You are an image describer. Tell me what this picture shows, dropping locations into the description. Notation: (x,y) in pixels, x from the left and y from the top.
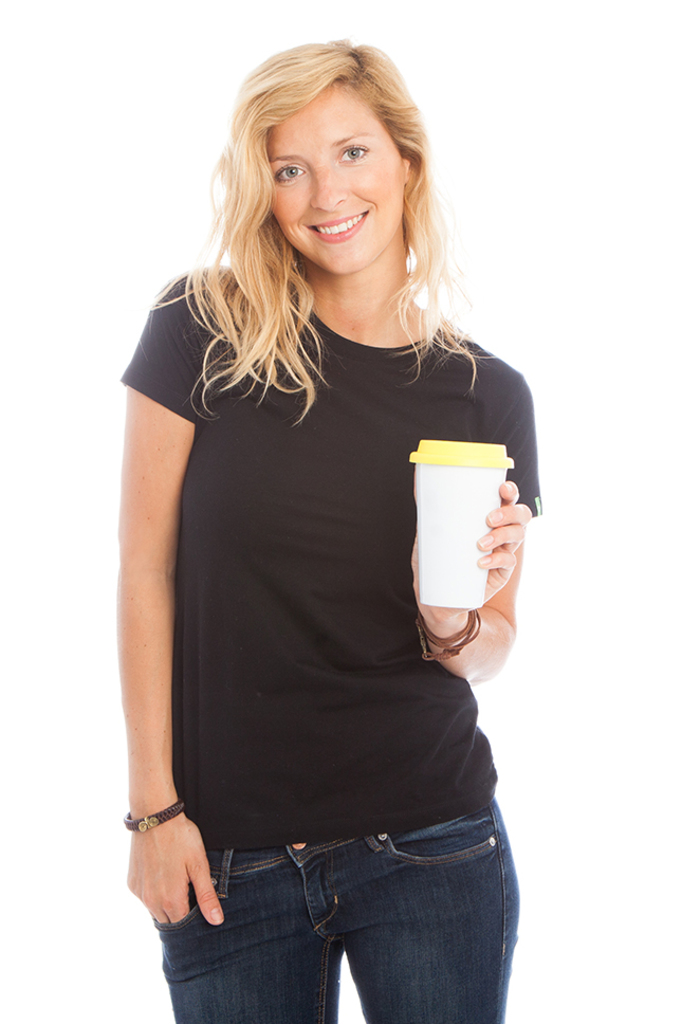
In the foreground of this picture (288,674), there is a woman (271,708) in black T shirt (288,829) holding a cup (467,560) in her hand (490,539) and the background (651,580) is white.
